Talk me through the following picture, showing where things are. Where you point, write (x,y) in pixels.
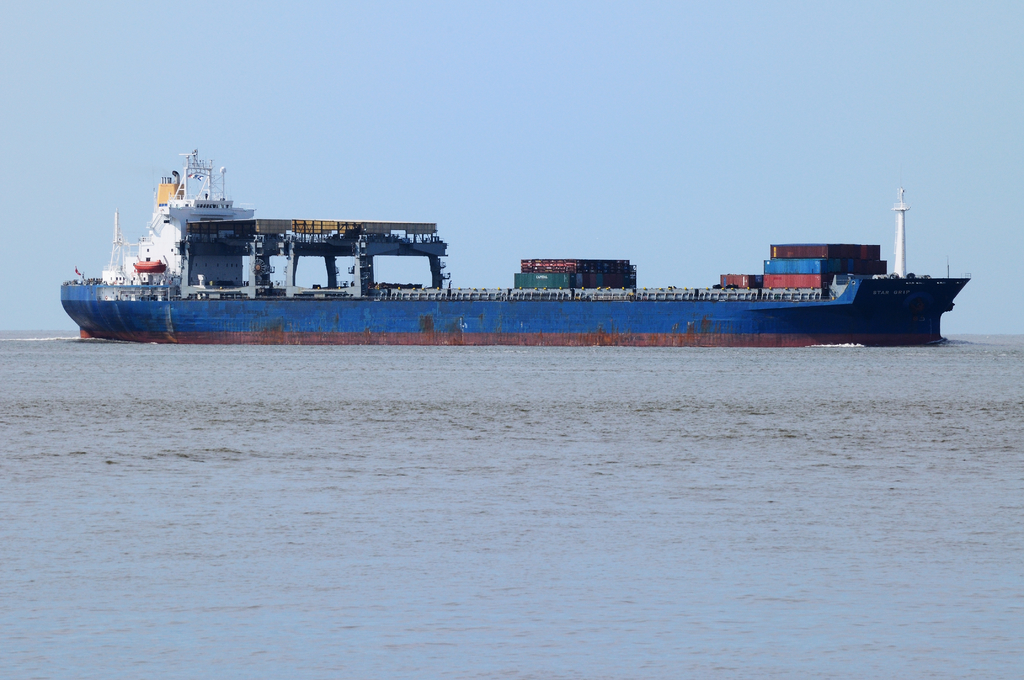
In this image we can see a ship (317,314) which is in blue color moving on water (268,443) and we can see water (370,560), clear sky (474,78).
